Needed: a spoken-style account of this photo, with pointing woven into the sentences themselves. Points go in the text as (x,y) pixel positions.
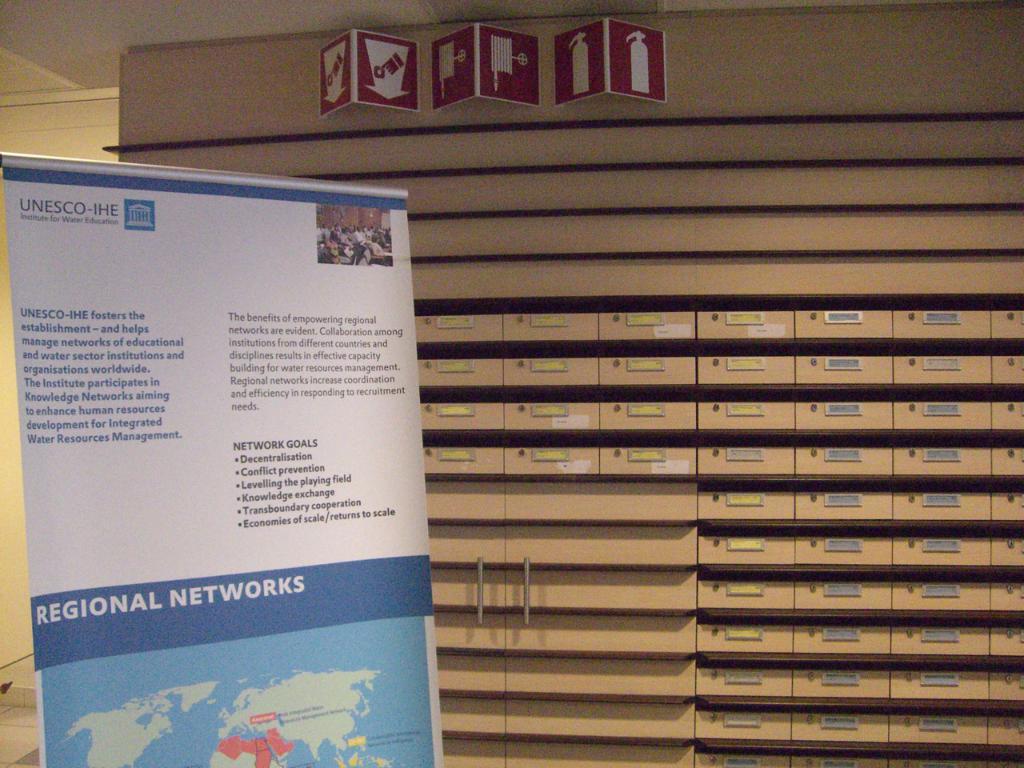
On the left corner of the picture (159,393), we see a white banner (130,599) with some text (98,408) written on it. Behind that, we see a cupboard (661,432) which is brown in color. At the top of the picture (346,47), we see red color boards (457,61). In the background (70,133), we see a wall (23,587) which is white in color.
